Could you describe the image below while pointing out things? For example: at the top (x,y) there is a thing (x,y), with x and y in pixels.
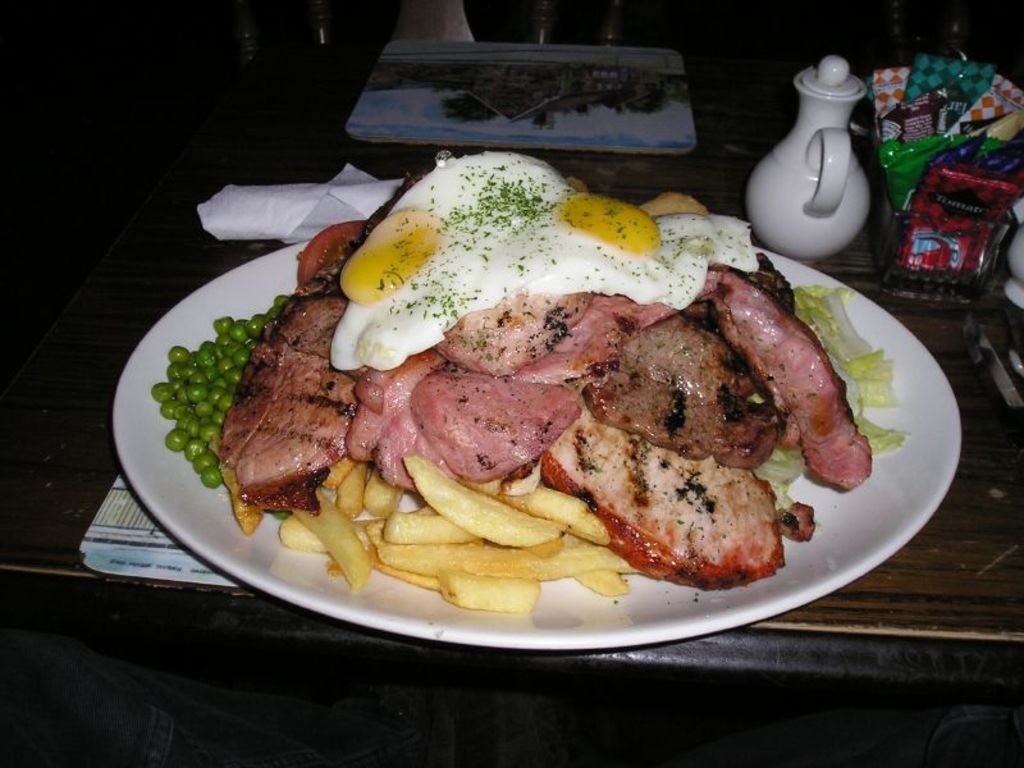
In this picture I can see food items (401,262) on the plate (401,262). I can see table mats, jug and some other items (982,234) on the table (989,619), and in the background (389,37) there are some objects (405,33).
